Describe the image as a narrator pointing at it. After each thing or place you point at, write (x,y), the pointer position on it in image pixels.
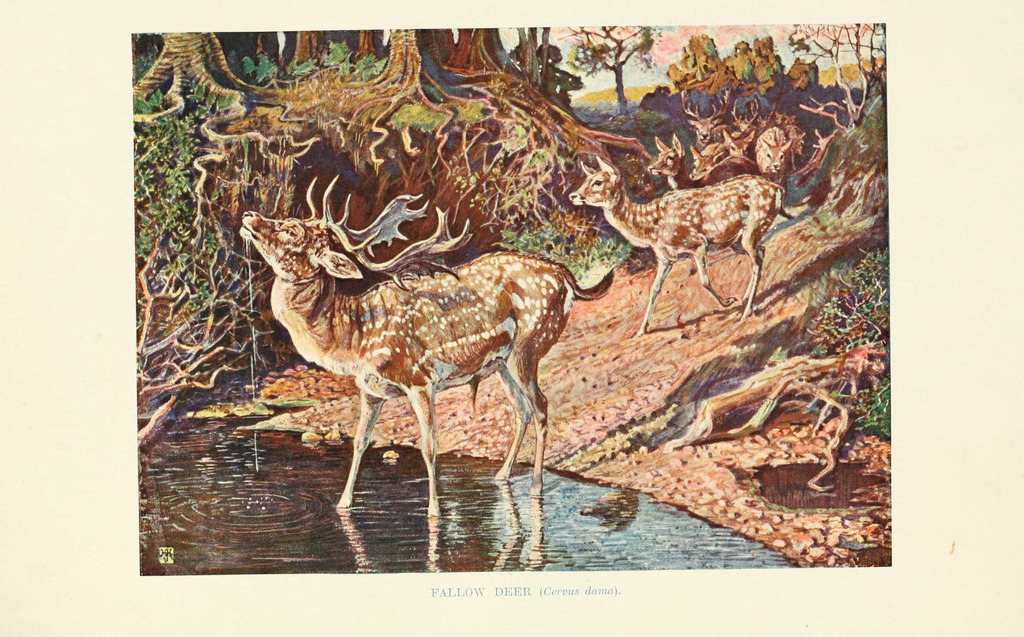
In this image there are animals (626,237), plants (562,217), water (377,521), and trees (590,58).
